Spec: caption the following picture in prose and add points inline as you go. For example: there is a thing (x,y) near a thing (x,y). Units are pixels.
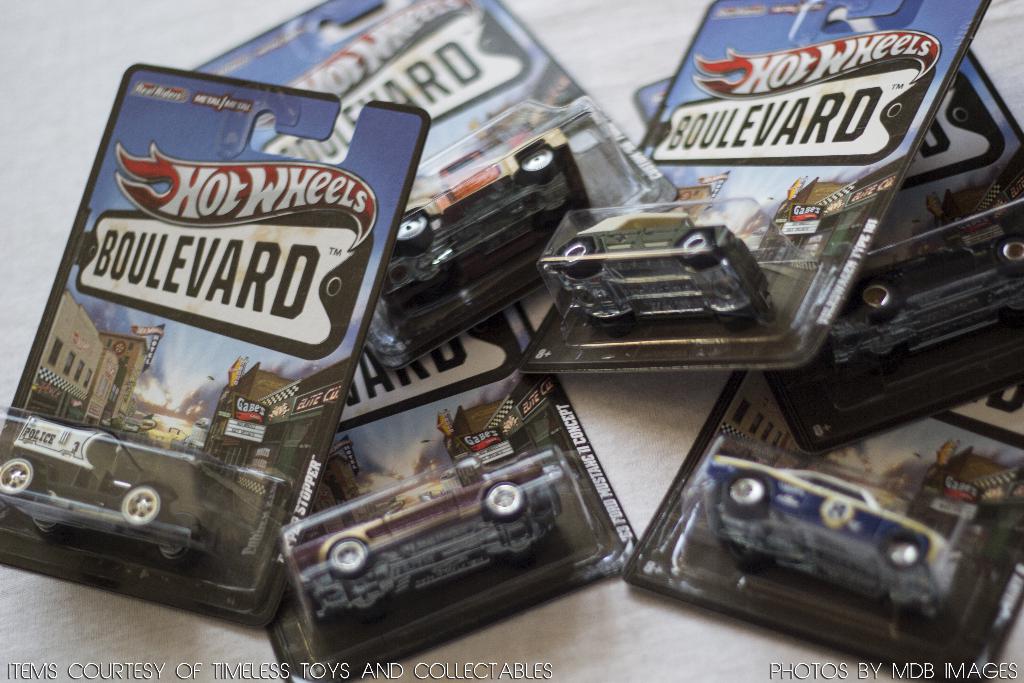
In this image I can see few packets (342,362) in which I can see few toy cars (122,484) which are black, brown, red, green, white and blue in color. I can see these are on the white colored surface (637,50).
